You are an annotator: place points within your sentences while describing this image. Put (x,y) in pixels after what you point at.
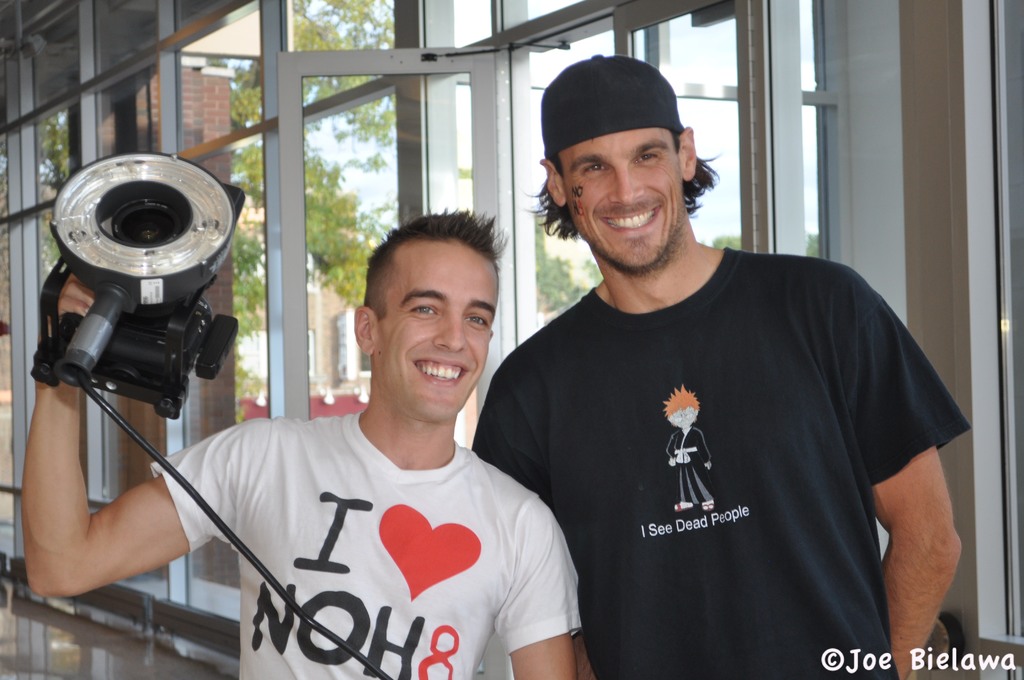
This image is taken indoors. In the background (501,138) there are a few windows (312,114). Through the windows (260,263) we can see there are a few trees (331,278) and buildings (347,326). In the middle of the image (564,344) two men (524,433) are standing and they are with smiling faces (633,262). A man (62,484) is holding a light (77,338) in his hand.
